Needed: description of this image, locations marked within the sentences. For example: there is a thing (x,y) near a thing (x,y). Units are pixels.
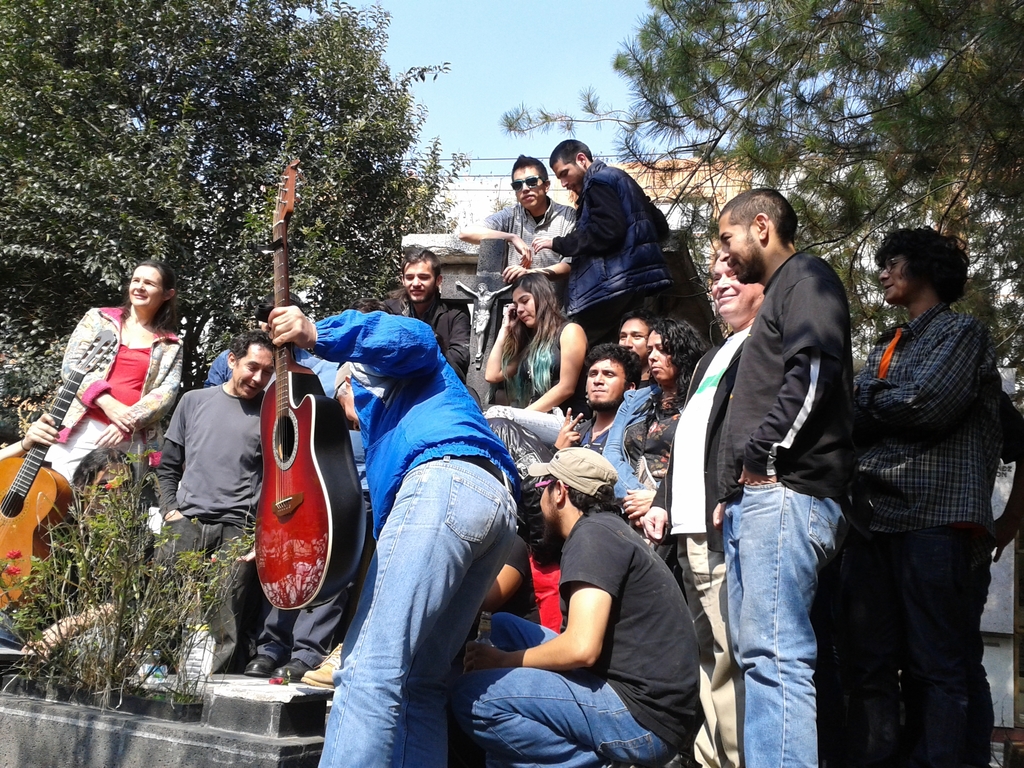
In this image we can see a person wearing blue shirt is holding a guitar (341,461) in his hands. There are many people (755,502) in the background (571,228) and also there are trees (120,192) and sky (478,72).
